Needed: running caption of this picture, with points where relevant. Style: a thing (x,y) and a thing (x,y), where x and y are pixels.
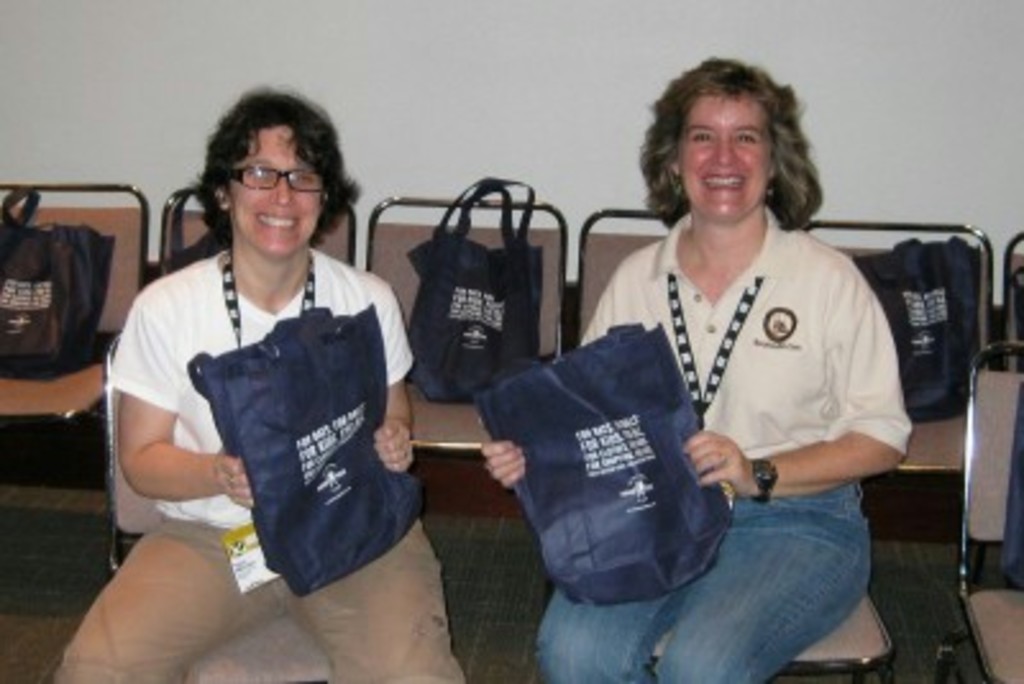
In this image there are two women (702,322) sitting and two of them are holding some bags (669,488), and in the background (592,309) there are chairs (592,309). On the chairs (115,299) there are some bags (967,353), at the bottom (69,548) there is floor (910,608) and at the top of the image (489,112) there is wall (938,94).
